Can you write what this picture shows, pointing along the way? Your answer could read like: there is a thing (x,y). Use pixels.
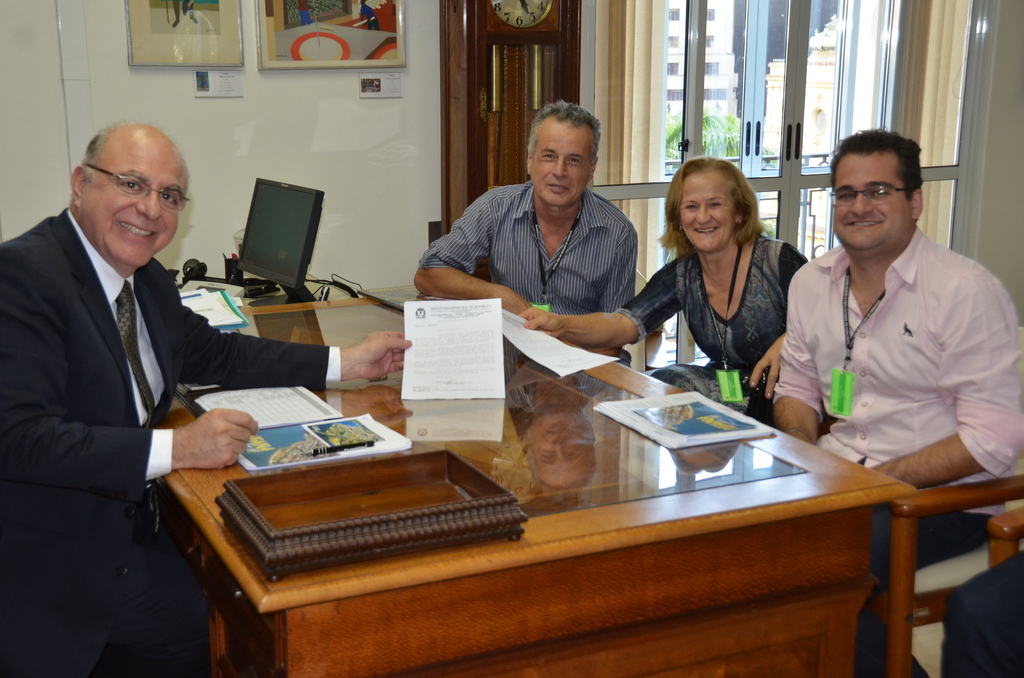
In this picture that group of four people (674,233) sitting, they have a table (698,449) in front of them. On the table (524,495) we can find a book (315,430), a pen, some papers (210,300), a monitor (289,291), keyboard (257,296) and in the background (831,76) we can see a window (803,90).
